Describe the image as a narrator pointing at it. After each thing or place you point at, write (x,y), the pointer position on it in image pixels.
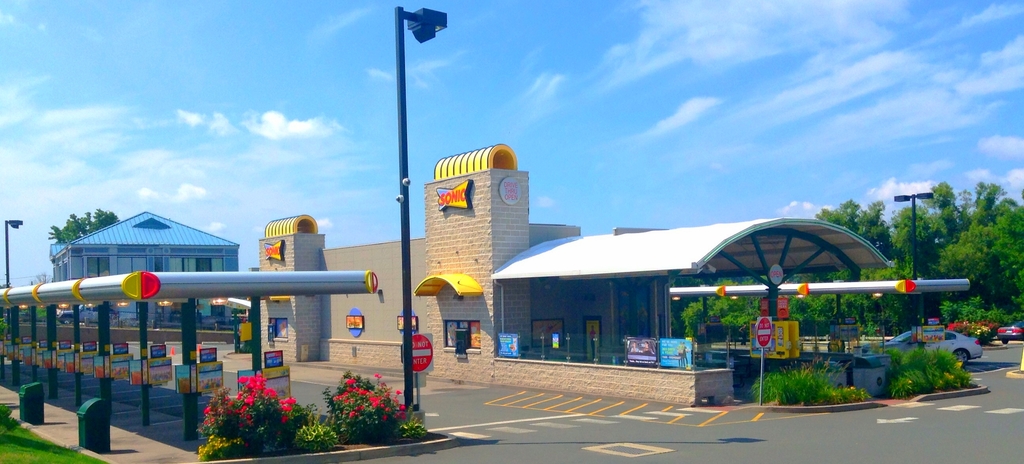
In this image we can see the building (490,294), house (169,262), trees (1013,212) and also the light poles (407,370) and sign boards (773,334). We can also see the plants (904,391), grass (801,396), boards (685,362) and also the road (690,444). On the left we can see the roof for shelter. We can also see the pillars (193,404) with the boards (213,368). We can see the path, flower plants (309,420). Image also consists of the vehicles (1011,326). In the background (391,137) we can see the sky (764,178) with some clouds (56,156).
